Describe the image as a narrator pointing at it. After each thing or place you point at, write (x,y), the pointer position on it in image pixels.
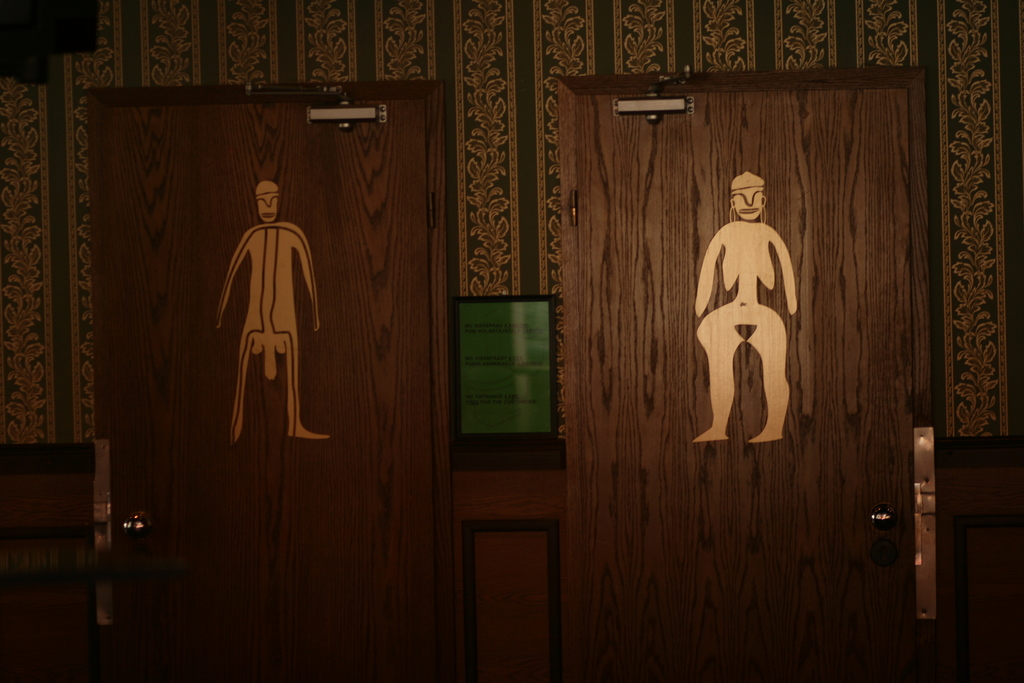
In this image I can see the wall (490,120), some design (496,168) on the wall (505,94) and two brown colored doors (310,486). On the doors (756,547) I can see few signs (769,416). I can see the green and black colored object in between the doors (361,371).
